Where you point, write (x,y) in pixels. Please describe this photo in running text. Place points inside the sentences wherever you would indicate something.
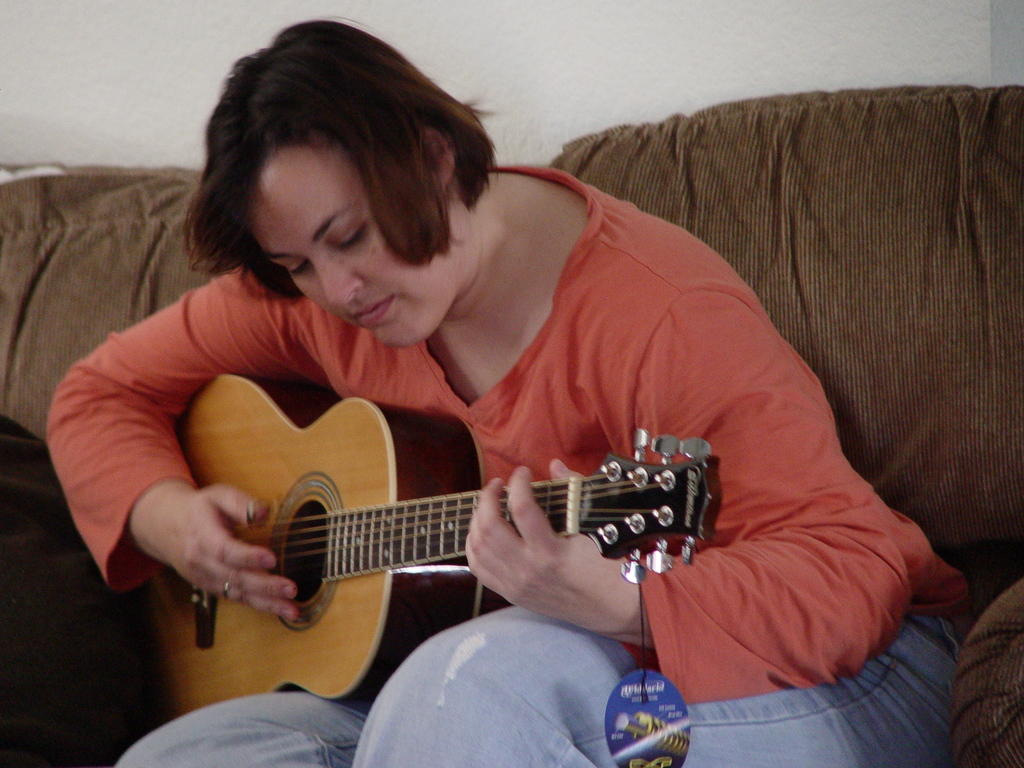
In the image we can see one person (771,435) sitting on the couch (104,762) and holding guitar (335,525). In the background (497,127) there is a wall (521,91).
